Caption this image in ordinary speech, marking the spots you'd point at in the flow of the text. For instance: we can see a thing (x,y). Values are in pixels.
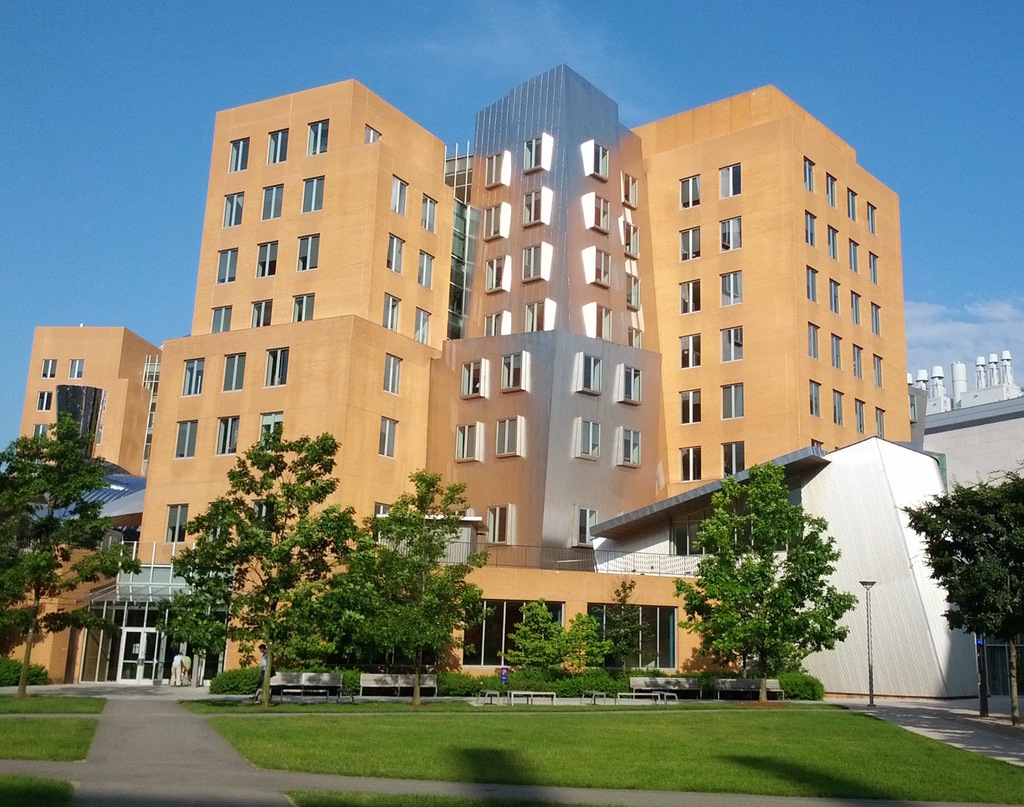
At the bottom of the image (322,706) we can see grass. In the middle of the image (402,529) we can see some poles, trees (80,529), plants (484,681) and buildings (629,365). At the top of the image (28,111) we can see some clouds (1014,317) in the sky (67,96).
